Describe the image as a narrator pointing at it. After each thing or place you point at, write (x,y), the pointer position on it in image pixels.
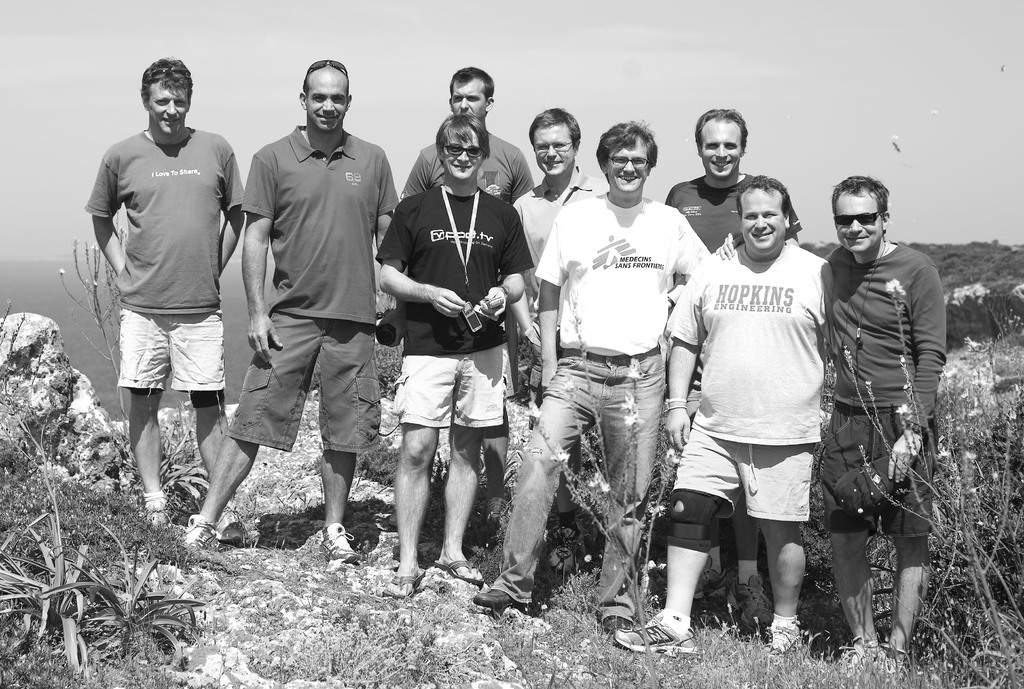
In this image I can see few people (121,151) are standing and I can also see smile on their faces (173,107). I can also see all of them are wearing t shirts (481,214) and on the both sides of this image I can see plants (1021,650) and grass (383,631). I can also see this image is black and white in colour.
